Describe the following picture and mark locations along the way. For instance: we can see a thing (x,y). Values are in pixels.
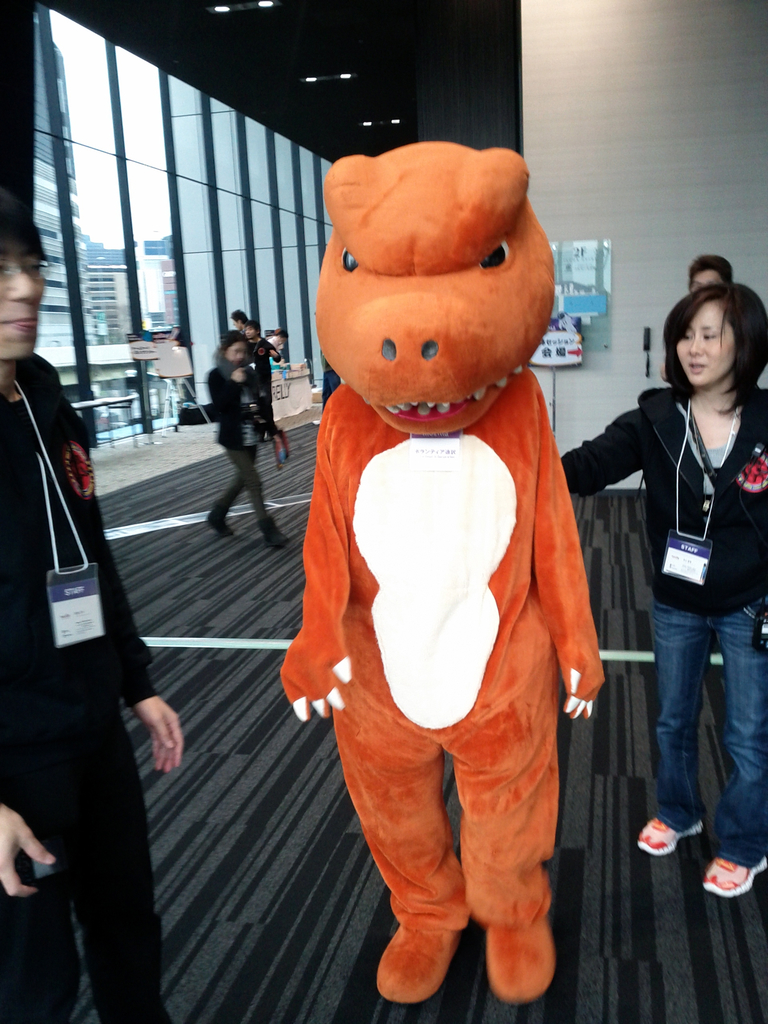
In this image there are groups of persons (707,515) wearing id card (92,624). And one person (512,810) wore a dress (388,507) with the costume (357,322). In the background (656,166) there are buildings (95,325) and a wall (574,236). On the wall (571,294) there are boards (576,326).
